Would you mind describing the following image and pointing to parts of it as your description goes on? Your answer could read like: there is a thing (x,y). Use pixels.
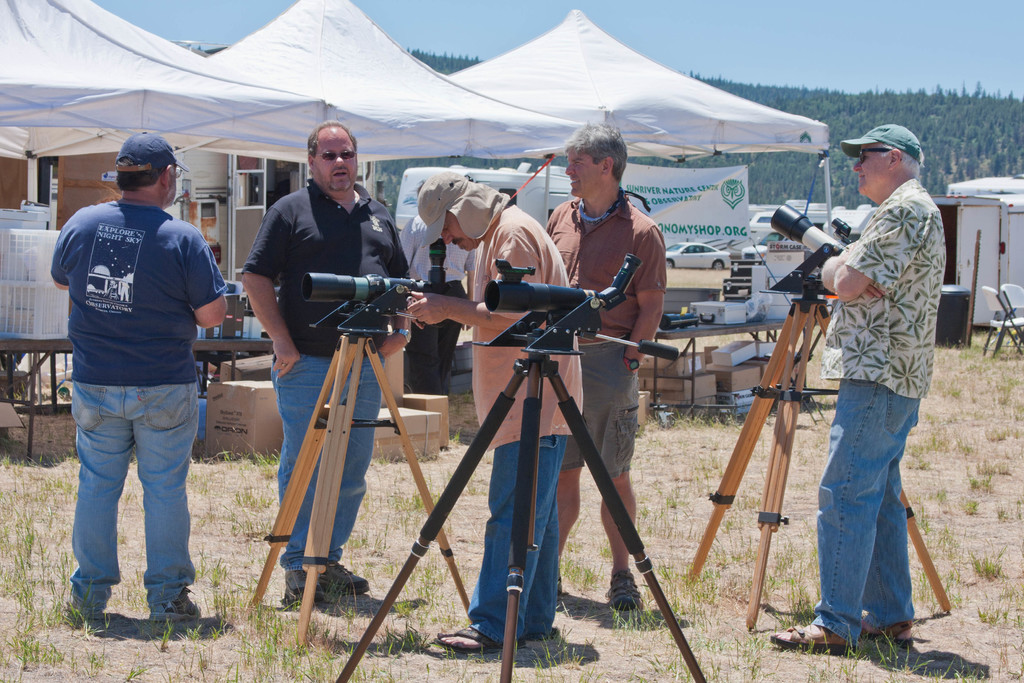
In this picture I can see a group of men (482,216) are standing on the ground (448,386). Here I can see some objects (526,342) on the ground (402,467). In the background (397,449) I can see white color tents (559,105), boxes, tables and other objects (690,301). On the right side (999,325) I can see a chair (1004,313), vehicles (709,258) and some other objects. In the background (797,99) I can see trees (913,107) and the sky (803,13).
